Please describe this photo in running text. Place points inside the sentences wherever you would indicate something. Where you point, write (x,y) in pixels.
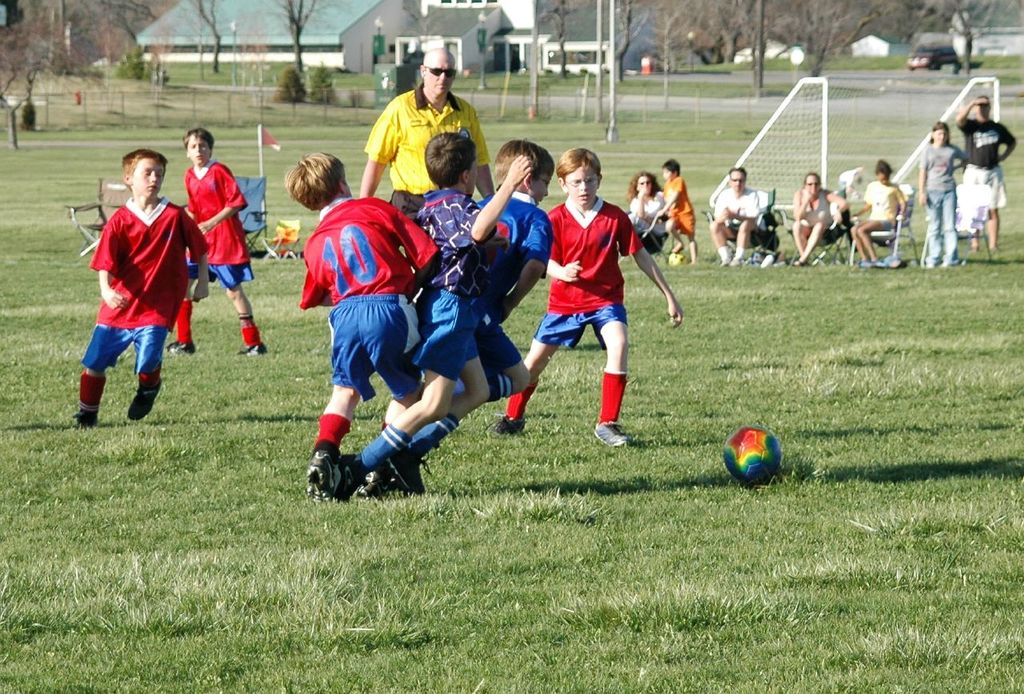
There are kids (169,252) playing game and few people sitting on chairs (985,200) and few people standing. We can see ball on the grass (238,459), net (838,105), flag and chairs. In the background (226,10) we can see trees (147,9), poles (601,38), car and houses (894,47).
